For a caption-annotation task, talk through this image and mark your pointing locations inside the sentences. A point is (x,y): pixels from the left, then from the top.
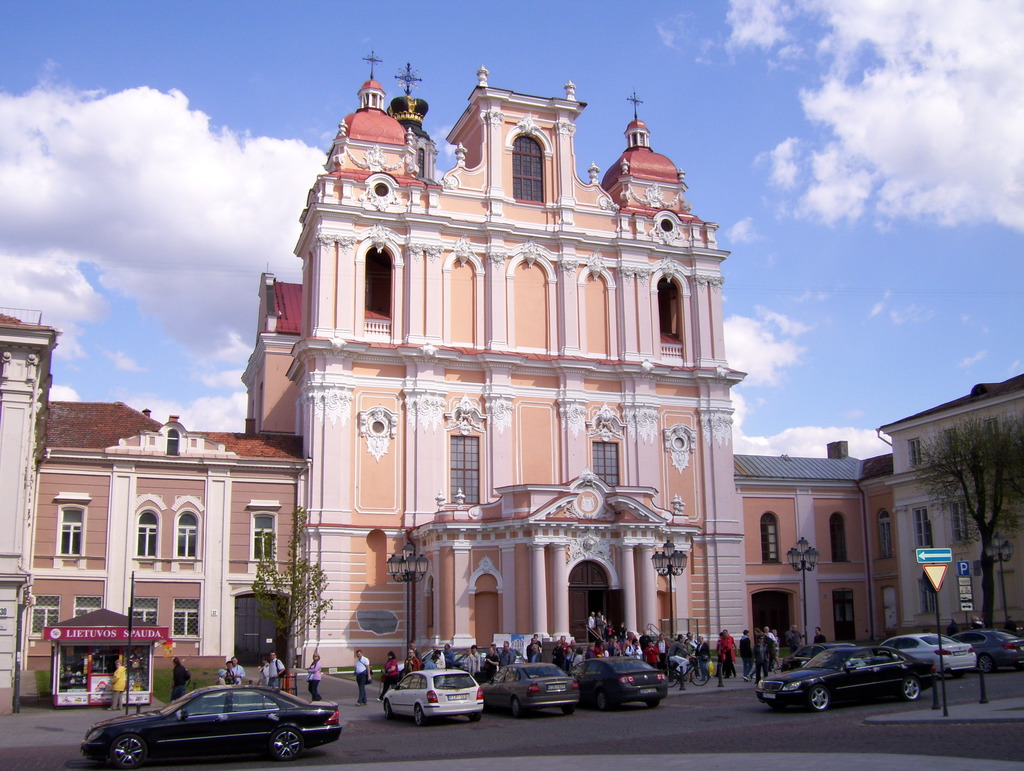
In this image we can see buildings (408,398) and trees (981,501). At the bottom of the image (596,689), we can see cars (591,680), people (686,655), a stall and road (615,720). On the right side of the image (965,608), we can see sign boards (970,588). At the top of the image (813,187), we can see the sky (485,62) with clouds (919,90).
